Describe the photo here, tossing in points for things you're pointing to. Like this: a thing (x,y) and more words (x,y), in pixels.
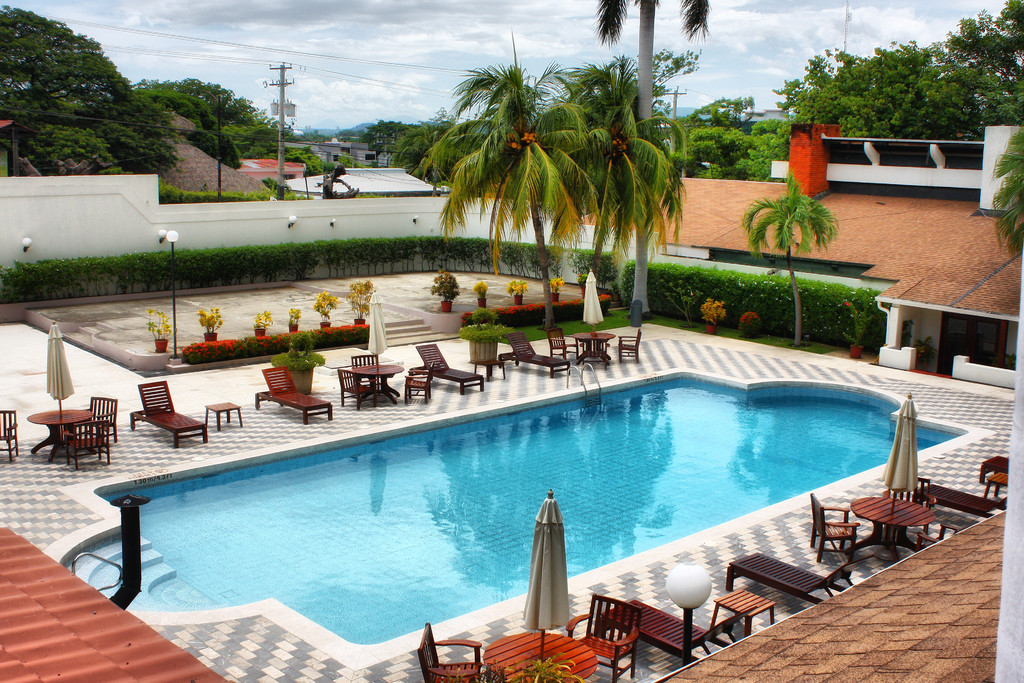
In this image we can see swimming pool (562,455), tables (853,510), shacks (211,161), chair (659,615), lights (682,593), plants (809,312), trees (586,187), houses (182,156), current poles (272,112), buildings (332,150), roof (714,202), sky (427,56) and clouds (375,21).
